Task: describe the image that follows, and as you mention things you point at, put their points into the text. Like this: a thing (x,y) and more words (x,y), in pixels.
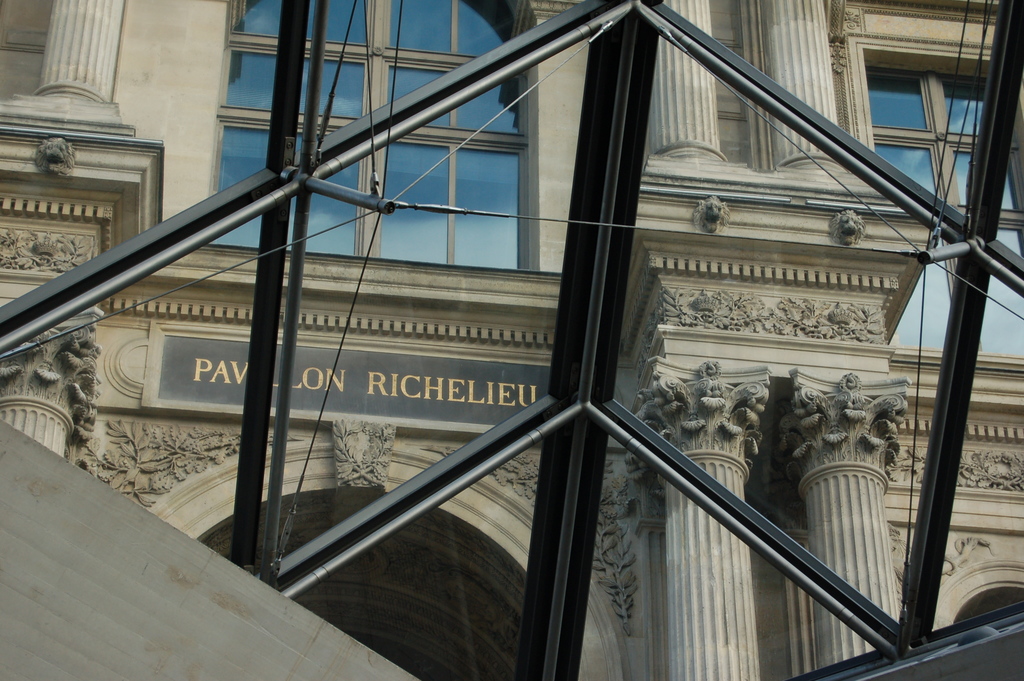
There is a metal frame (634,8). In the background (803,418), there is a building (797,405) which is having glass windows (326,119) and a hoarding (168,368) on the wall (979,489).
